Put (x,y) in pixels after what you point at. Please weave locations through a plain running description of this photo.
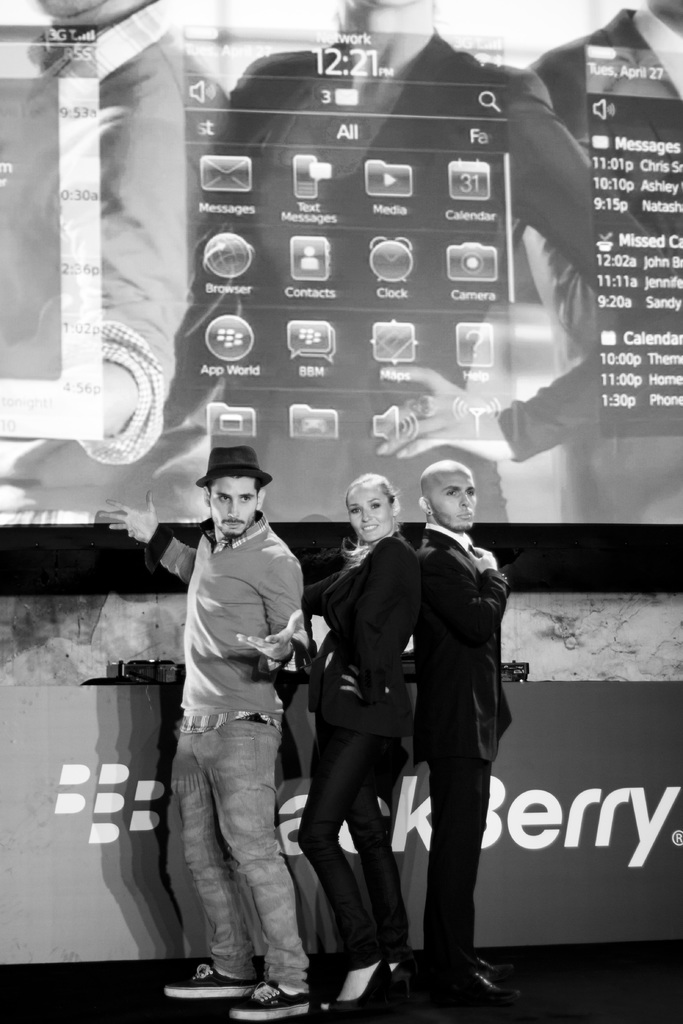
In this picture we can see people (386,917) standing on the ground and in the background (311,916) we can see a screen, wall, advertisement board (524,879) and some objects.
